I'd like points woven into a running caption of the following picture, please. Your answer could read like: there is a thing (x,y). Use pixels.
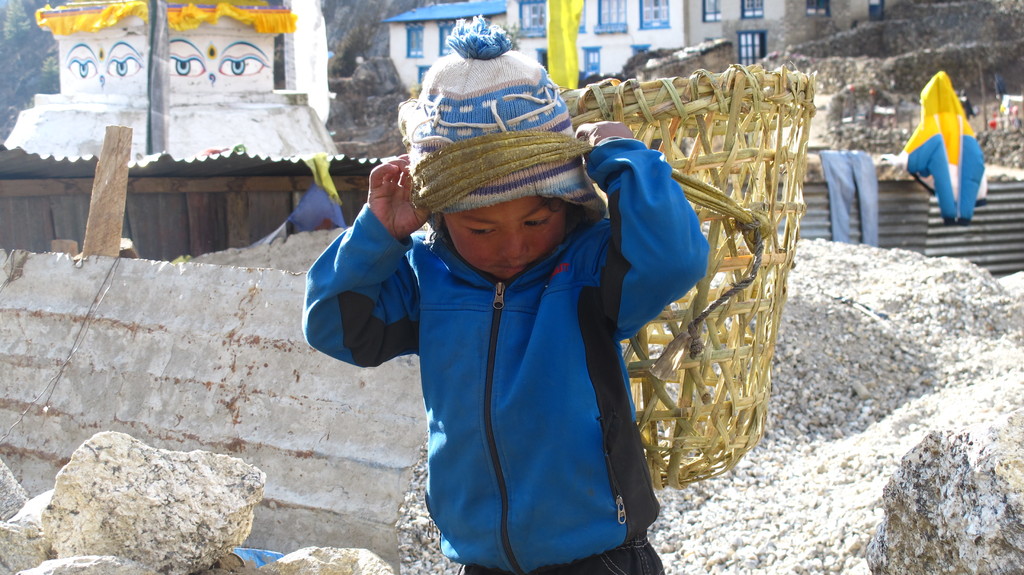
In this image we can see a child (494,122) carrying a basket (744,437) on his back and there are many rocks (192,542) on the left side (199,515) and in the background (699,26) we can see a house (670,14).
